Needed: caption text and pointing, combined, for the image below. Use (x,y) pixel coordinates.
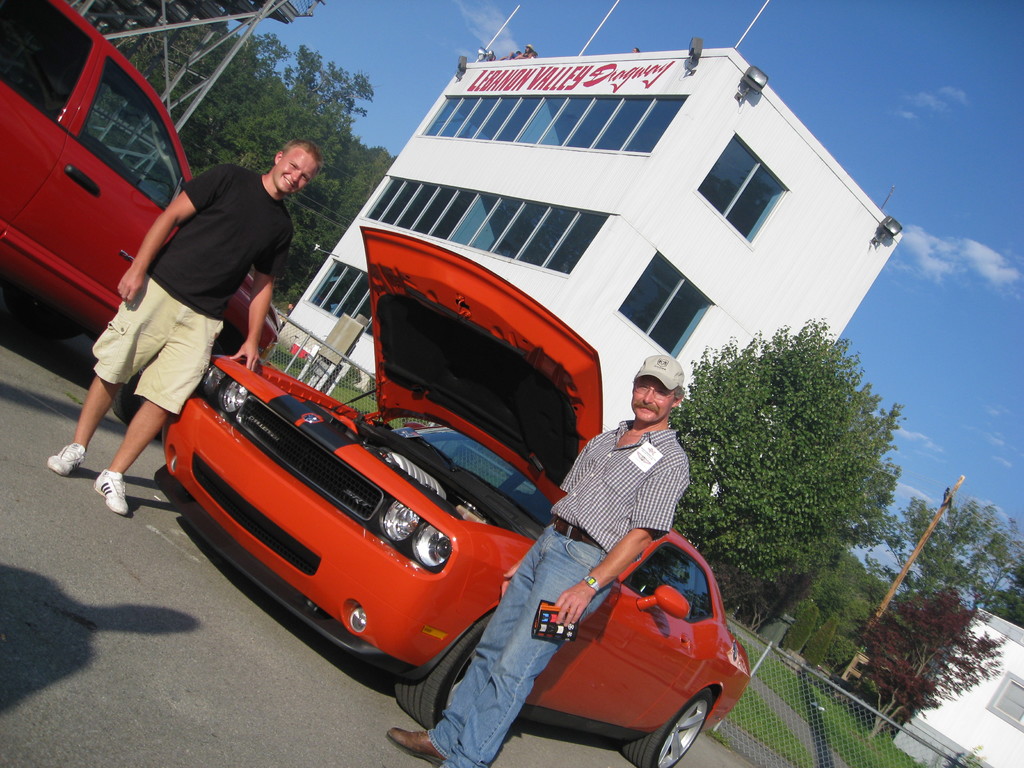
At the bottom of the image (185,663) I can see the road (189,630). In the middle of the image (514,435) I can see vehicles (484,352) and people (200,222) are standing. In the background (593,119), I can see building (496,157) and a group of trees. There is a sky (907,59) on the top of this image (911,95).
